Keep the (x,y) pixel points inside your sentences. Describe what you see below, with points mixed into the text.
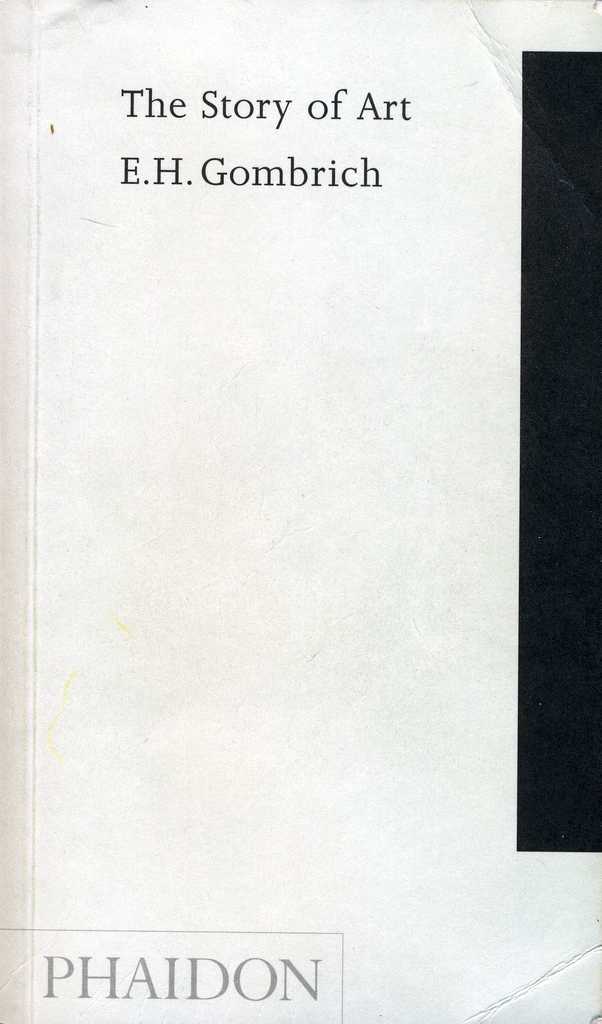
In this picture we can see a cover page (363,420) of a book (231,413).
